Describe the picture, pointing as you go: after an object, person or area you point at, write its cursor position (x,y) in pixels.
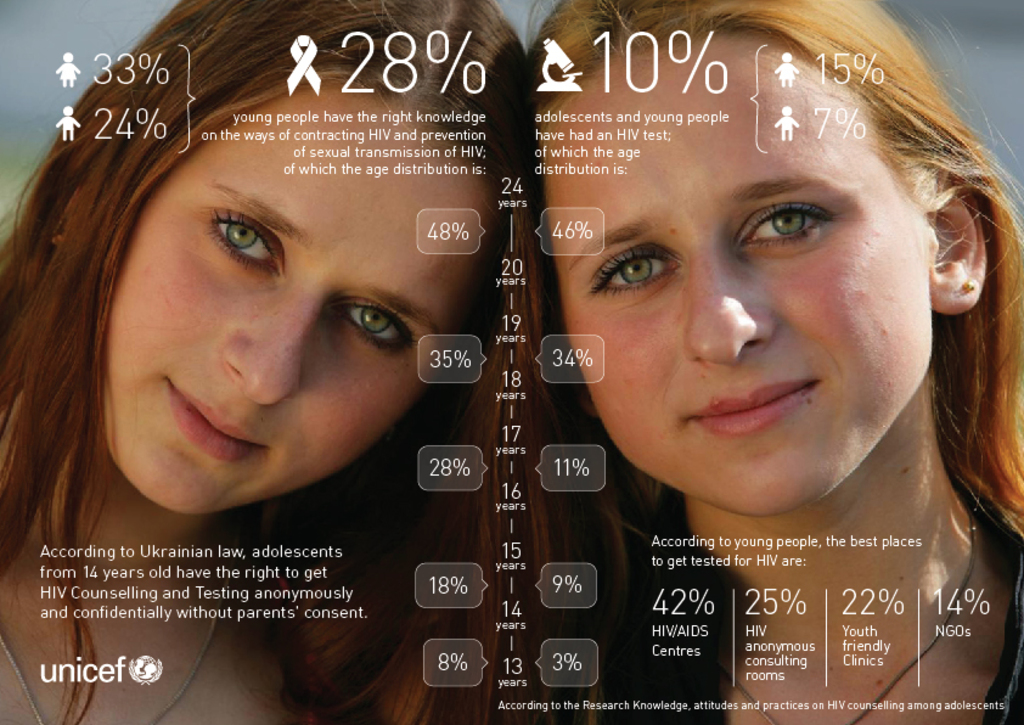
This is the picture of a poster (555,505) in which there are two ladies (472,522) and also we can see some things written around.
